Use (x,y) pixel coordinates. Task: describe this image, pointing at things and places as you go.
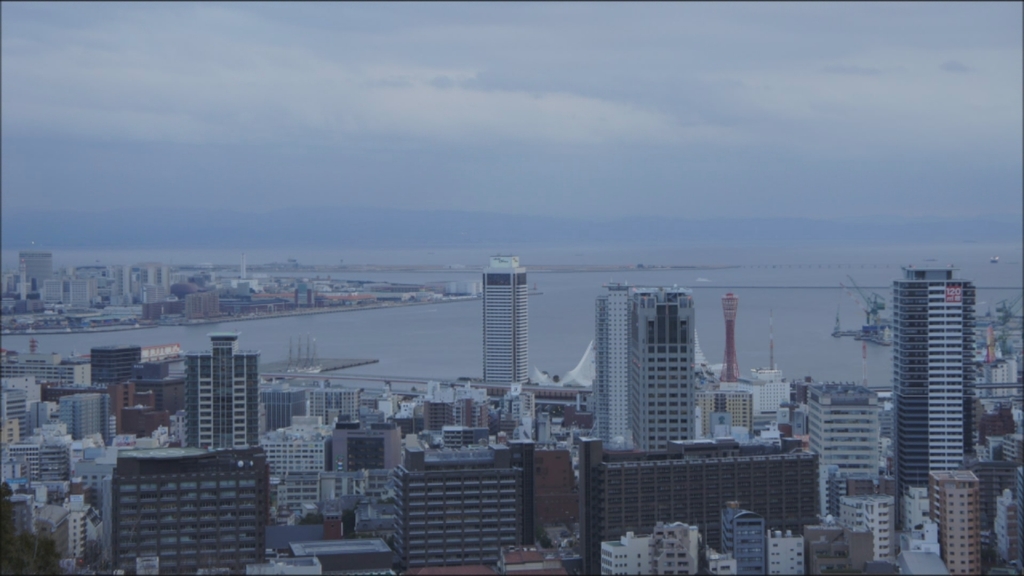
These are the buildings (532,422) on the down side of an image. At the top (491,115) it's a sky (445,123).
